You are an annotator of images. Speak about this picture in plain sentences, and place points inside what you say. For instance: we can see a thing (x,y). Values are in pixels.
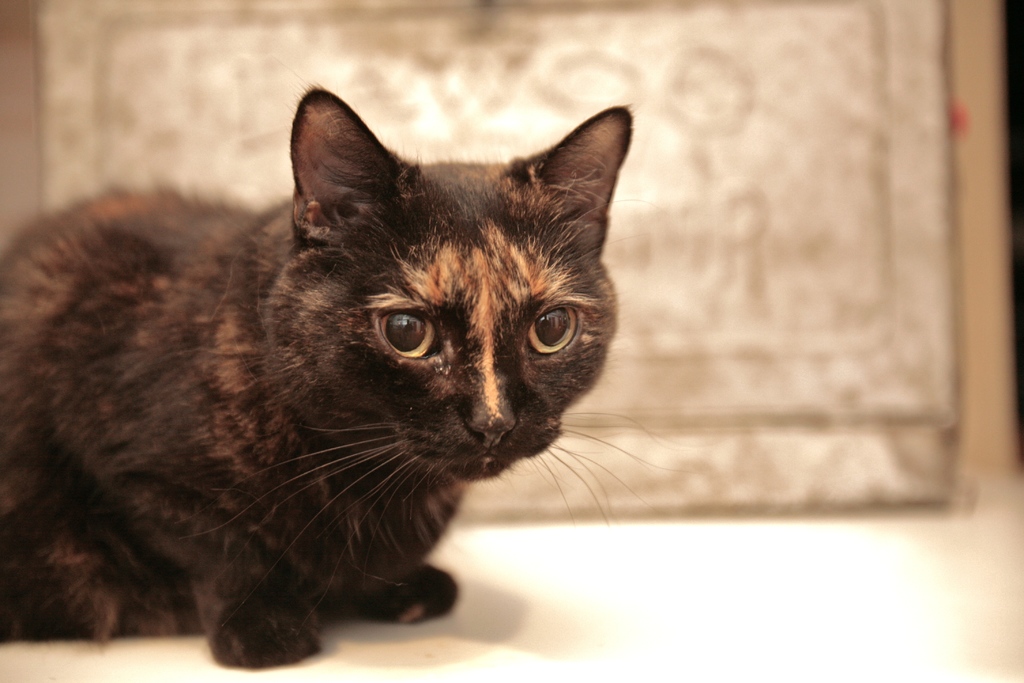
On the left side of the image (306,416), we can see a cat (295,359) on the white surface (706,630). Background (633,394) we can see the blur view.
